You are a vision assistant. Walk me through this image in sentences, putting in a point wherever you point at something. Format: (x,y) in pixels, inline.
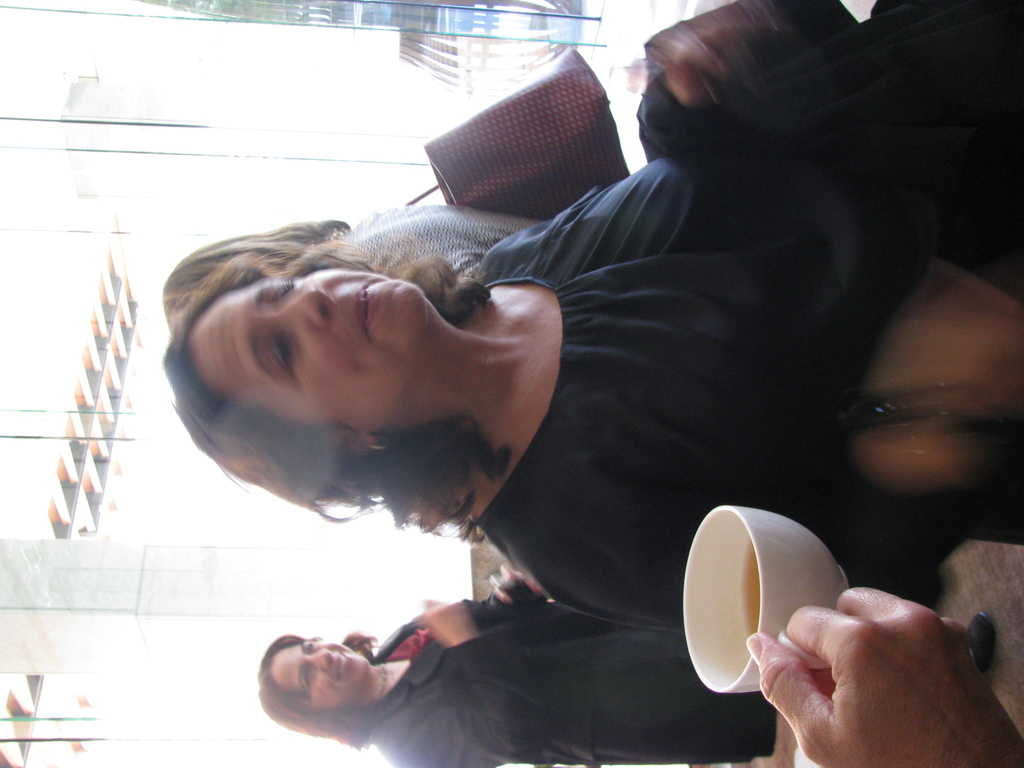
In the picture I can see a woman (403,349) and she is wearing a black color top (635,472). I can see a woman (525,632) at the bottom of the picture (541,637) and she is smiling. There is another woman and she is carrying a bag (543,161). I can see the hands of a person (843,764) holding the cup (768,612).
